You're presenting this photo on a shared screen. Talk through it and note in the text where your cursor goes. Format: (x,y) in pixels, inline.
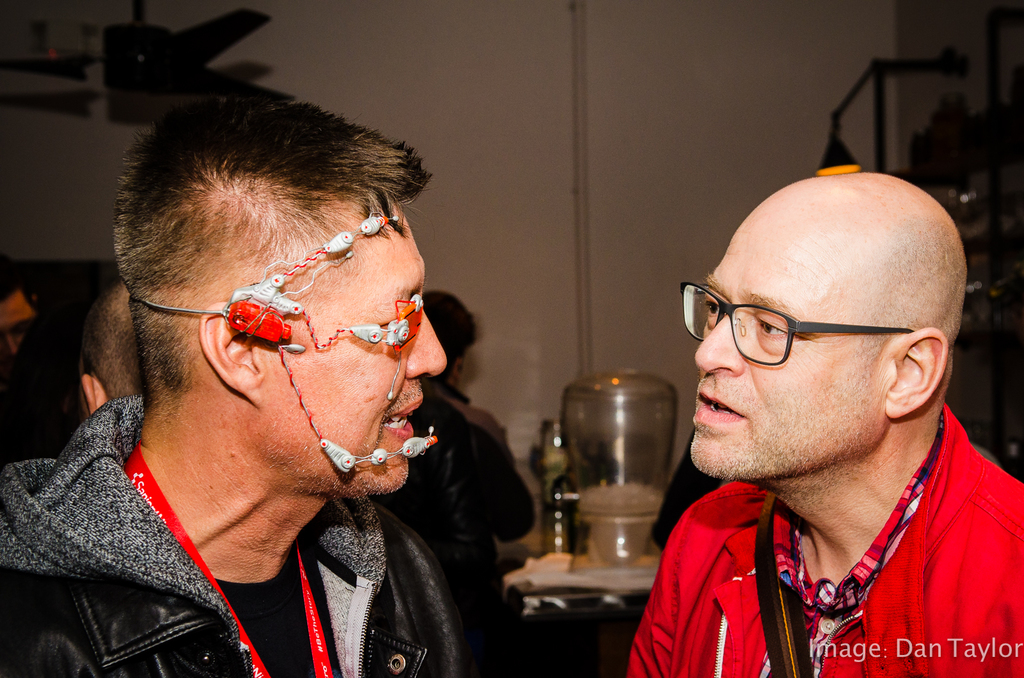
In this image in the front (754,474) there are persons (790,482). In the background (662,436) there are objects (599,387) and there is a light stand (876,139). On the left side (147,43) there is a fan (147,69) on the top (159,64) and there is a wall (573,248) which is white in colour.
